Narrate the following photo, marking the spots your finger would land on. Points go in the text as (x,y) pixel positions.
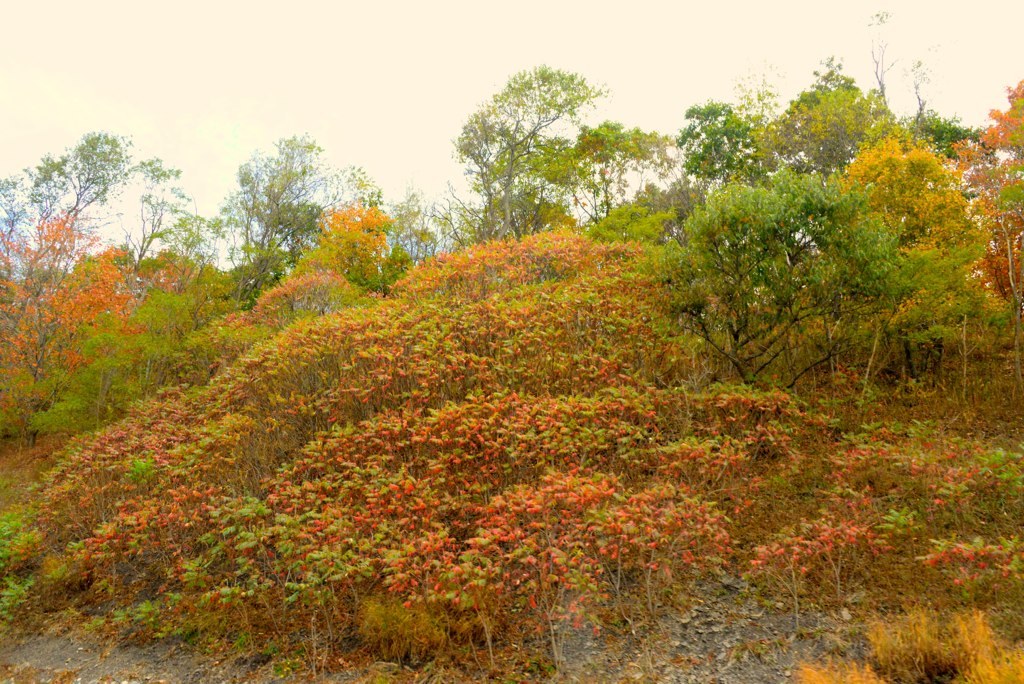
In this picture I can see the trees (62,375), plants (599,428) and grass (403,611). In the center (547,389) I can see the orange and green color leaves (458,364) on the tree (541,377). At the top (559,42) I can see the sky (297,53).
